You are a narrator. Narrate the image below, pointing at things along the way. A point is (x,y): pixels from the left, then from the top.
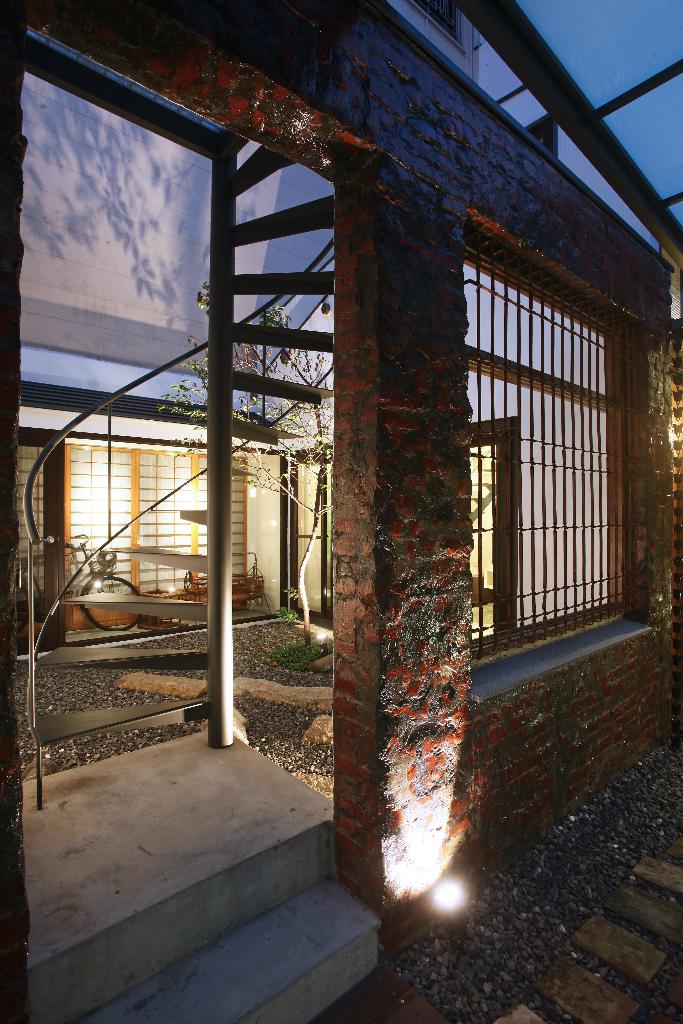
In this image we can see tree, window (156,513), bicycle (101,562), wall (424,263), pillar (225,326), steps (204,885), door (285,538) and sky (585,31).
